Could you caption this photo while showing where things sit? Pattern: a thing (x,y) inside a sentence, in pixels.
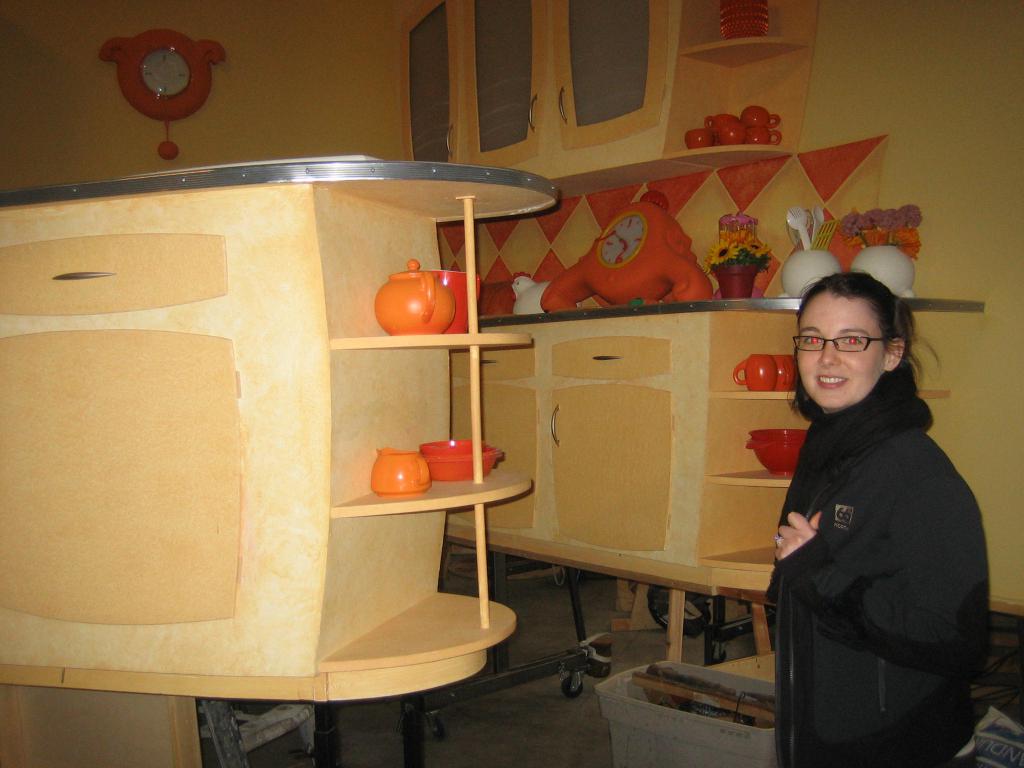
In this picture there is a woman (841,524) standing and smiling and we can see kettle (428,298), cups (781,367), bowls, flowers (751,261), clock (687,265) and objects (736,292) in racks (364,332). We can see cupboards (370,541), floor (467,730) and objects (679,706) in a basket (632,718). In the background of the image (160,159) we can see clock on the wall (270,89).
